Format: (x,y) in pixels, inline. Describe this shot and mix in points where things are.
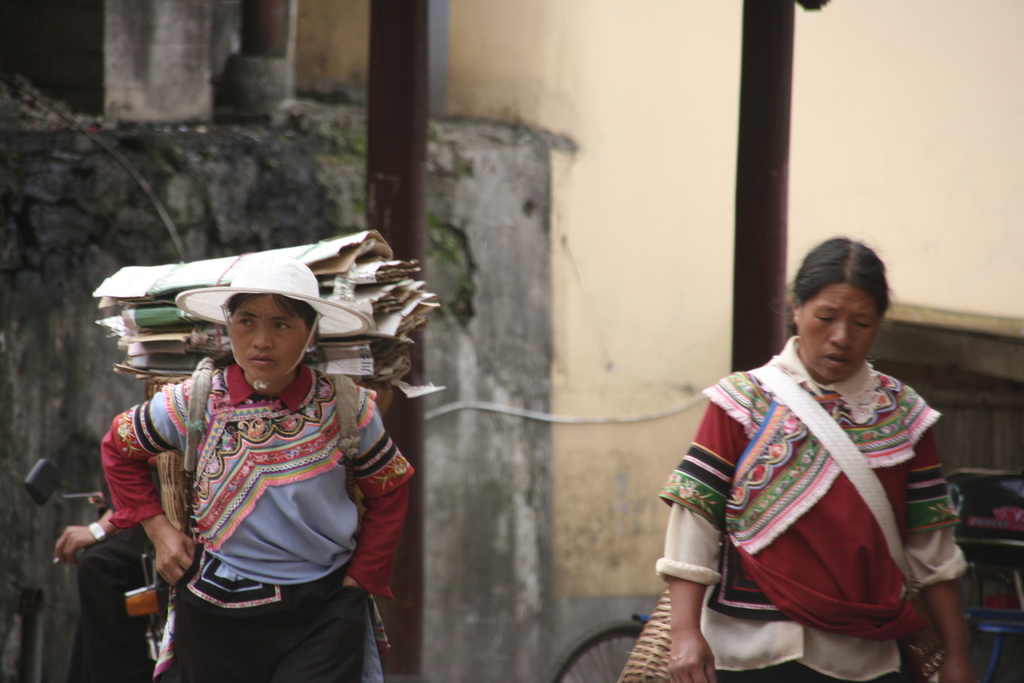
In the image there are two women (293,437) in the front (916,393) carrying load (146,297) on their back (312,371), they wearing colorful costumes (856,515) and behind them there are electric poles (416,46) followed by building (682,181).
